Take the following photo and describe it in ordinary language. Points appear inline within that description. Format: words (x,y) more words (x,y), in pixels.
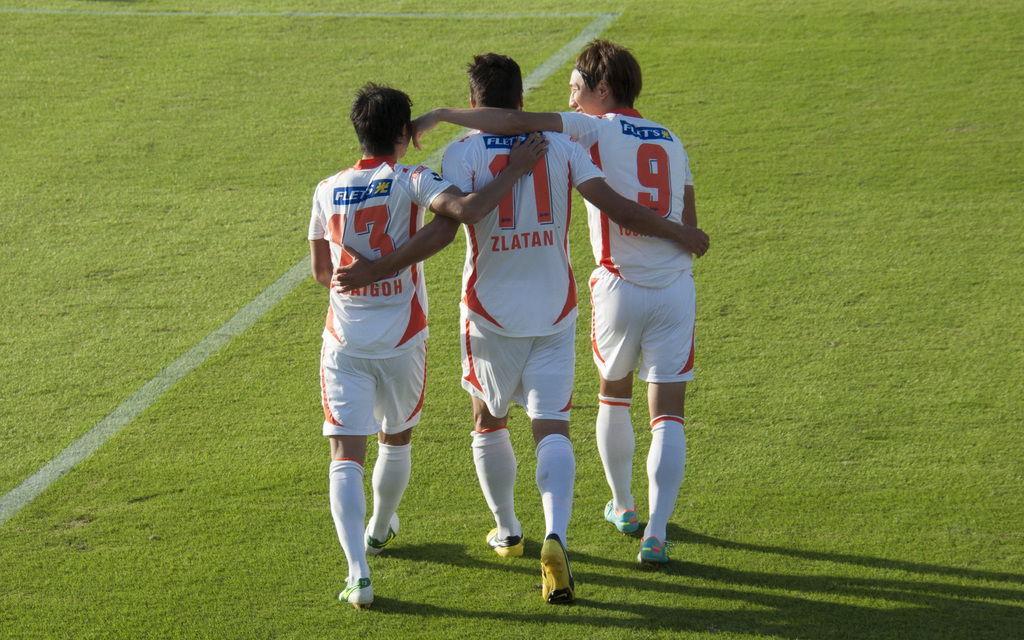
In this picture i can see three men (514,346) are standing. These men (483,343) are wearing jerseys (385,290), shorts (383,388) and shoes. I can also see grass (834,430) and shadows (774,585) on the ground (767,584).
